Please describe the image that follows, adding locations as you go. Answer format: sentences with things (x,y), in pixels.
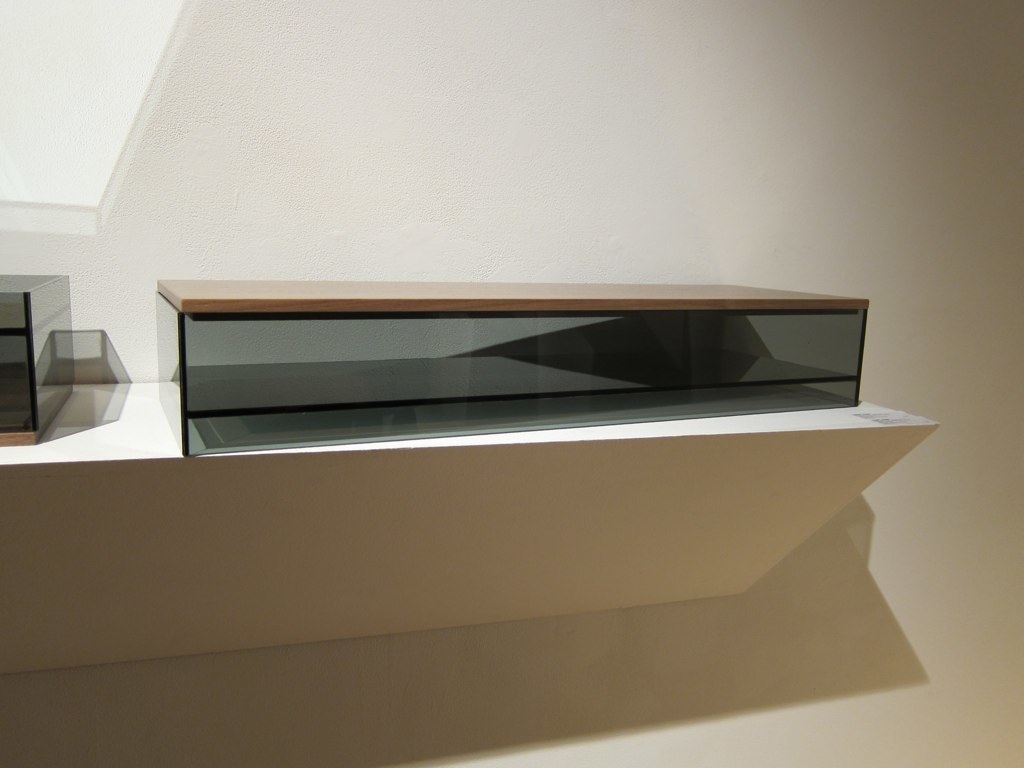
In the center of the picture (487,393) we can see a desk (43,506) and a glass object (384,331). In this picture we can see white wall (551,89).
